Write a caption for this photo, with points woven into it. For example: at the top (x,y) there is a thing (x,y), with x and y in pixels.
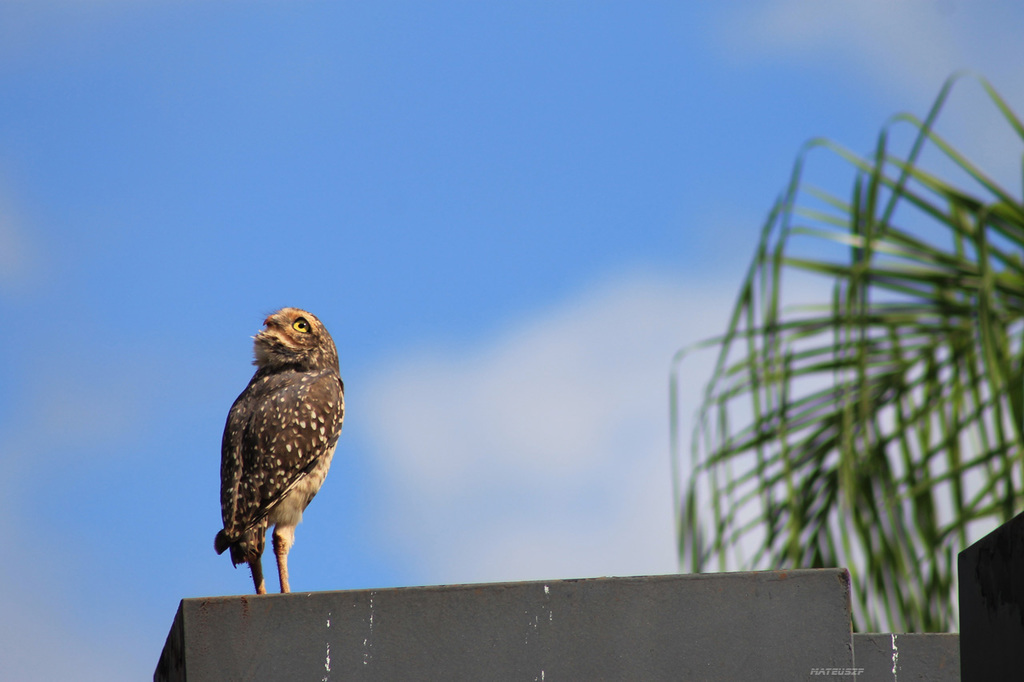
In this image we can see a bird (259,505) on the surface (374,657). On the right side of the image (859,331) we can see a plant (859,331). In the background (625,459), we can see the cloudy sky (575,420).
